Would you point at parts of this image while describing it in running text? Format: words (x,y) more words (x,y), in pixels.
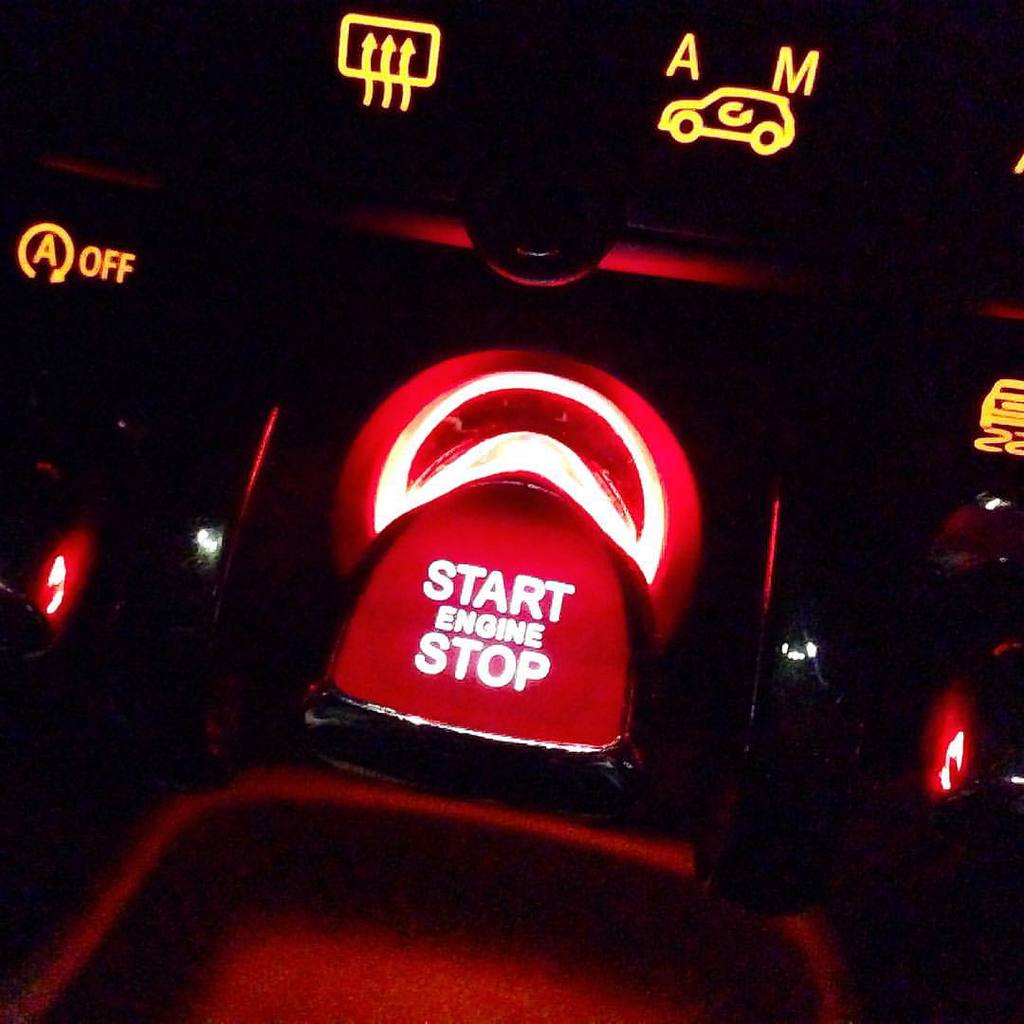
In this image I can see a start engine stop is written on the red color object (528,594). Background (562,135) is in black color.
